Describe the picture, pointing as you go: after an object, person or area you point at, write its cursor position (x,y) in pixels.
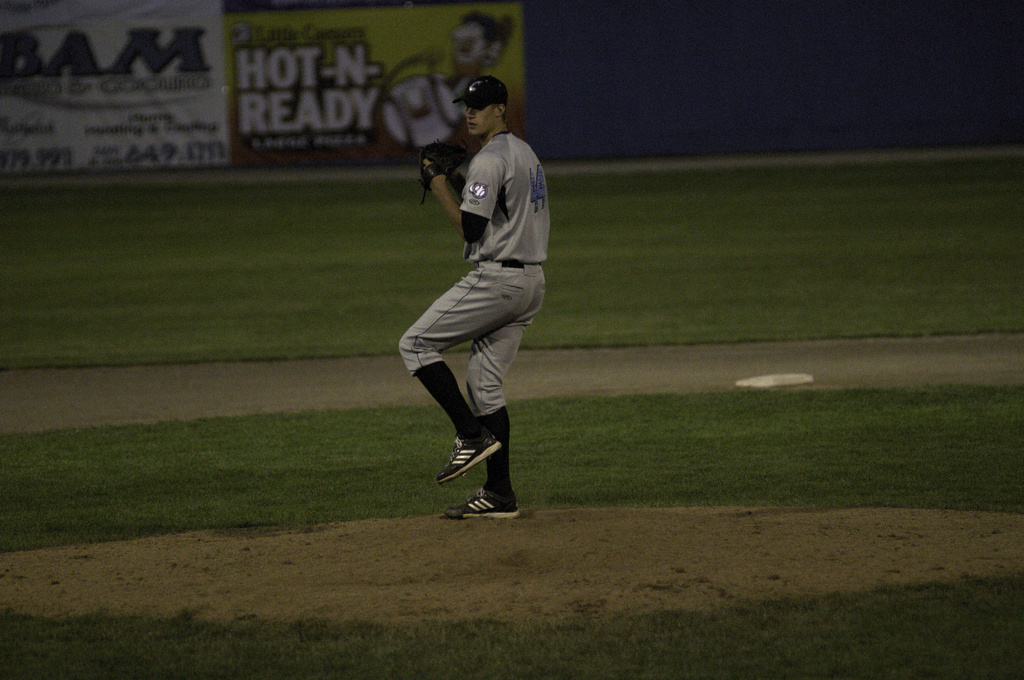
In this picture I can see there is a man (473,115) standing, he is wearing a cap (483,102) and gloves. There is soil (378,559), there's grass (396,442) on the floor (398,503).
